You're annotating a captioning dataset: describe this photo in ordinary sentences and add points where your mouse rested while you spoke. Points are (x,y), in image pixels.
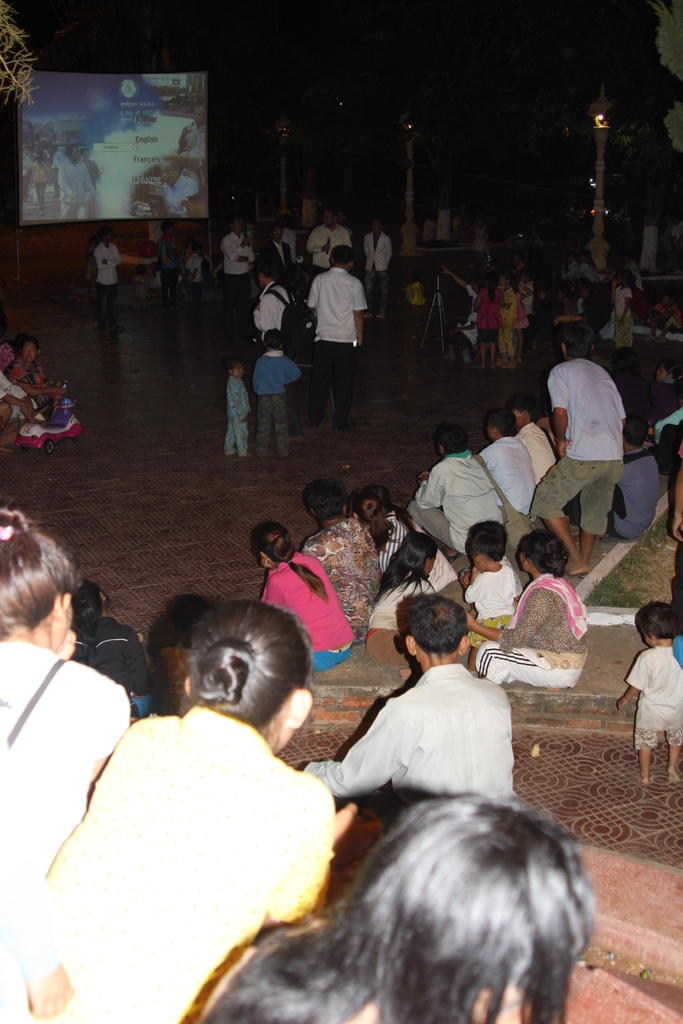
In this image we can see a few people (31,537) sitting on the floor (574,583). Here we can see a few people (197,273) standing on the floor (72,448). Here we can see a person (323,226) holding a microphone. Here we can see a toy vehicle (63,411) on the left side (41,435). Here we can see the light poles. Here we can see the screen (86,188) on the top left side (57,169).
